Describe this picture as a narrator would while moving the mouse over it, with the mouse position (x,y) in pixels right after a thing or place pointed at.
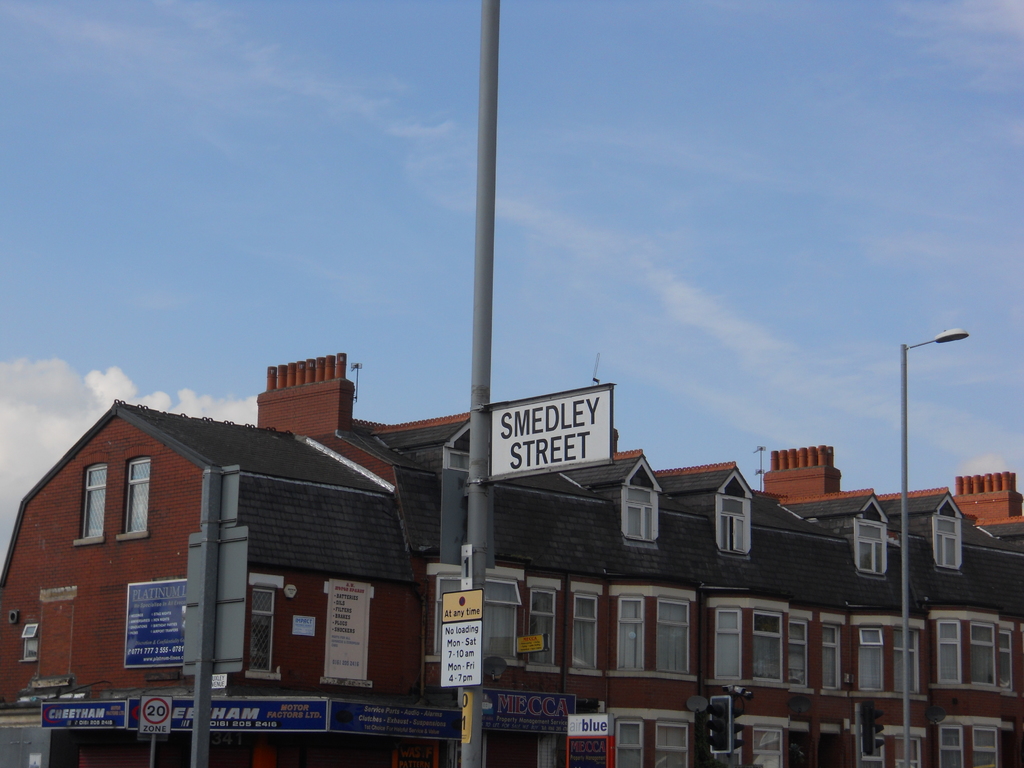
We can see boards (471,658) and lights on poles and we can see traffic signals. In the background (151,680) we can see building (182,495), windows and sky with clouds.
